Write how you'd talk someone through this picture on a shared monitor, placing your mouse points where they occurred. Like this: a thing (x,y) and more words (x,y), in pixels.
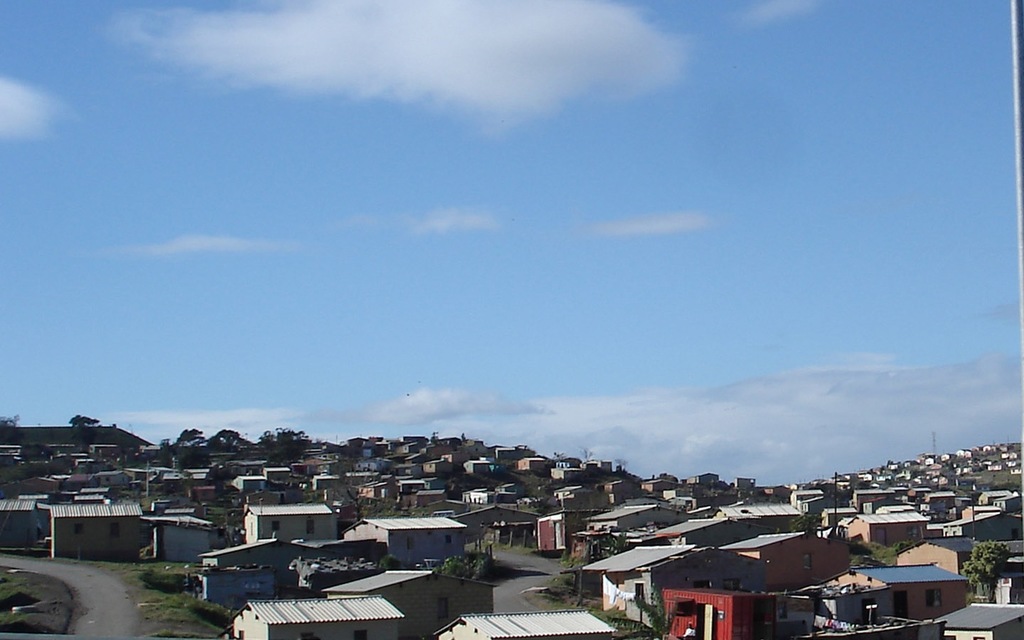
In this image, we can see houses (411,438) and trees (243,452) and we can see some poles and there are roads (94,607). At the top (489,167), there are clouds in the sky (507,195).
